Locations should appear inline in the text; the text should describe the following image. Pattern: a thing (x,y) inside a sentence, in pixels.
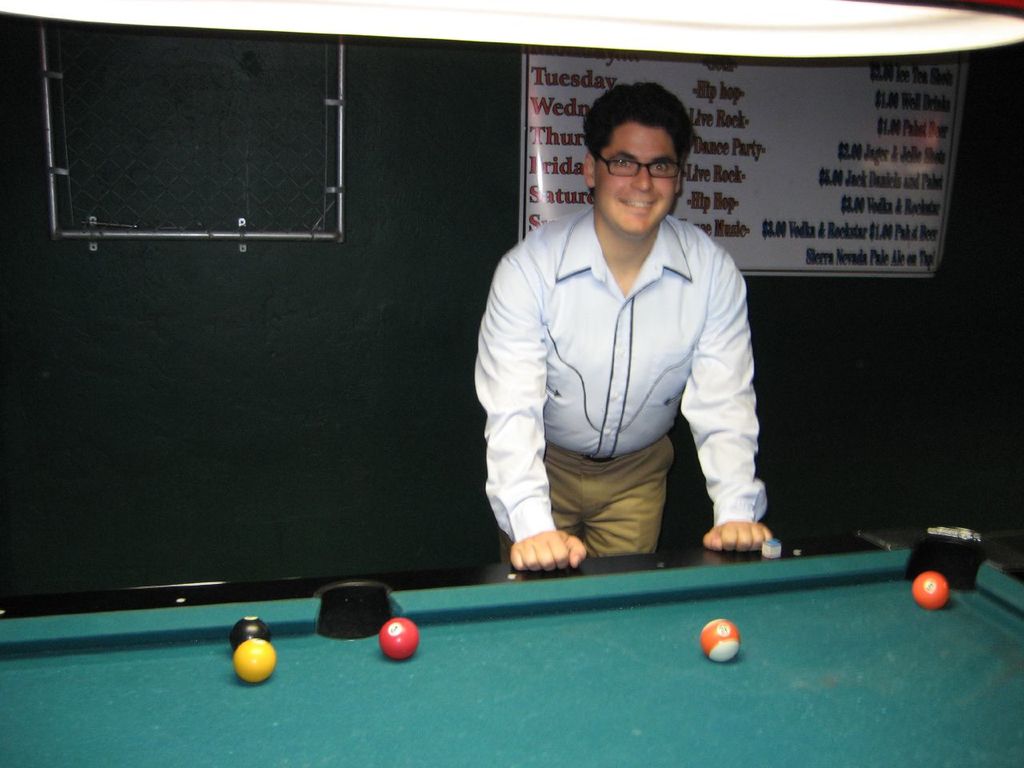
As we can see in the image there is a man (672,241) standing over here, a banner (848,93) and billiards board (605,687).
